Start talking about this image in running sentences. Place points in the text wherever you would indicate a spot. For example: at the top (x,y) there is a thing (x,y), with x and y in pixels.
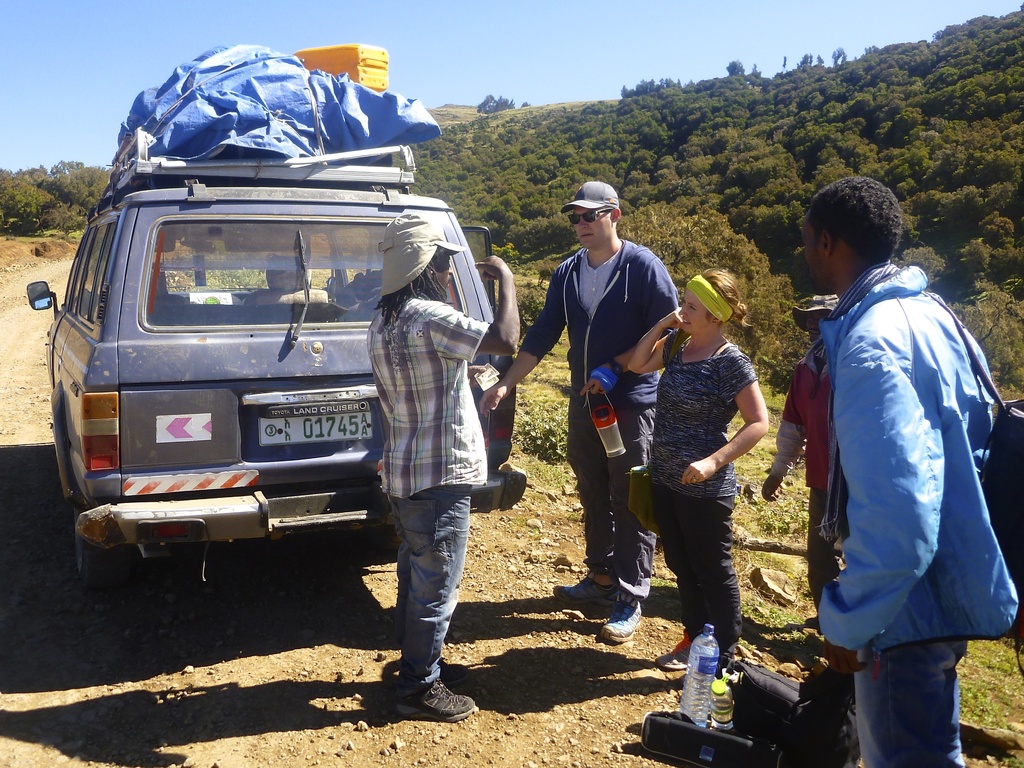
In this picture there are people (935,534) standing and we can see bottles (693,675), bags (776,701) and ground (560,671). We can see objects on top of a vehicle (168,412) and grass (742,518). In the background of the image (699,231) we can see trees (962,221) and sky (453,16).
